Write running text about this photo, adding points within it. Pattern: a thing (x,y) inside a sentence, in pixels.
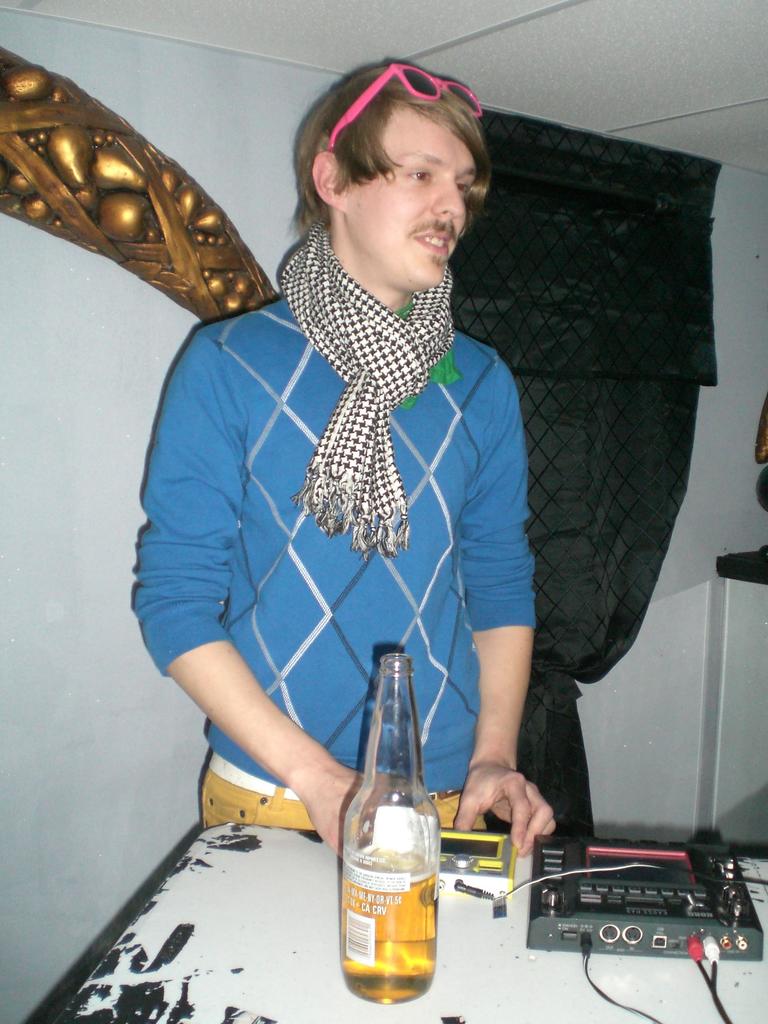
In this picture we can see person (300,400) wore scarf (366,298), goggle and standing and smiling and in front of him we can see bottle (425,920) with drink (432,938) in it, device (533,913) on table (287,1000) and in background (529,253) we can see curtain (509,237), wall (252,208).
